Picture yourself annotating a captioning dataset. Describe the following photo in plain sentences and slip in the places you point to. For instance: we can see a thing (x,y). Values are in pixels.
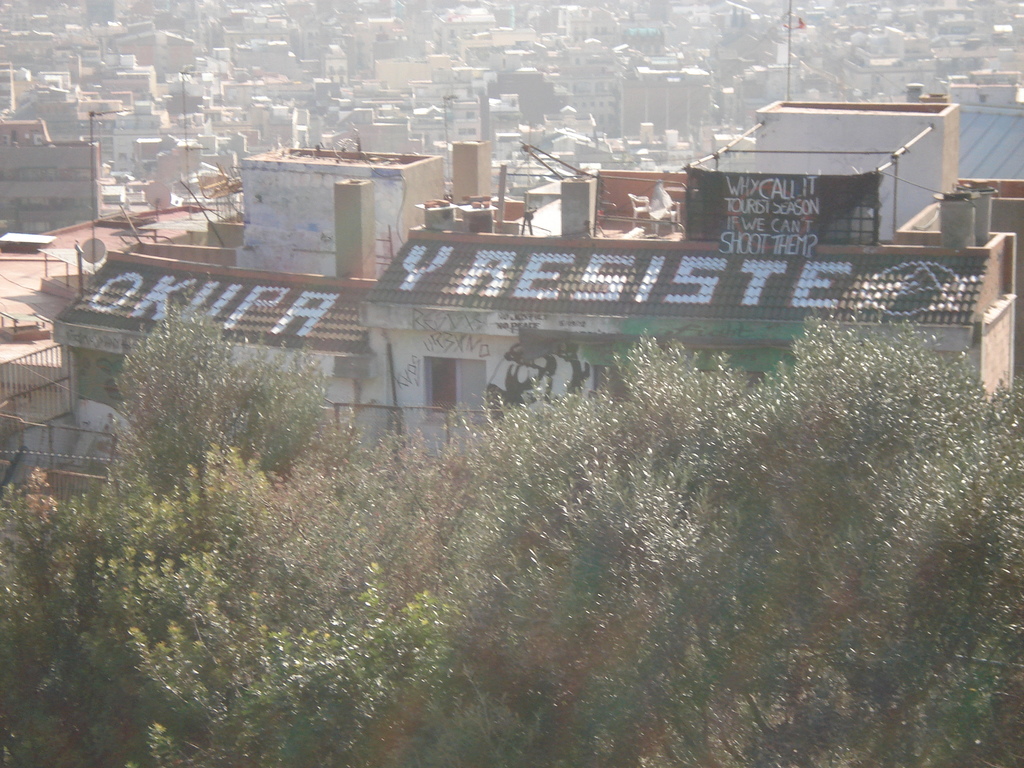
At the bottom of this image (493,638), there are trees (198,557) having leaves (386,455). In the background (1016,202), there are buildings (496,199) and poles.
